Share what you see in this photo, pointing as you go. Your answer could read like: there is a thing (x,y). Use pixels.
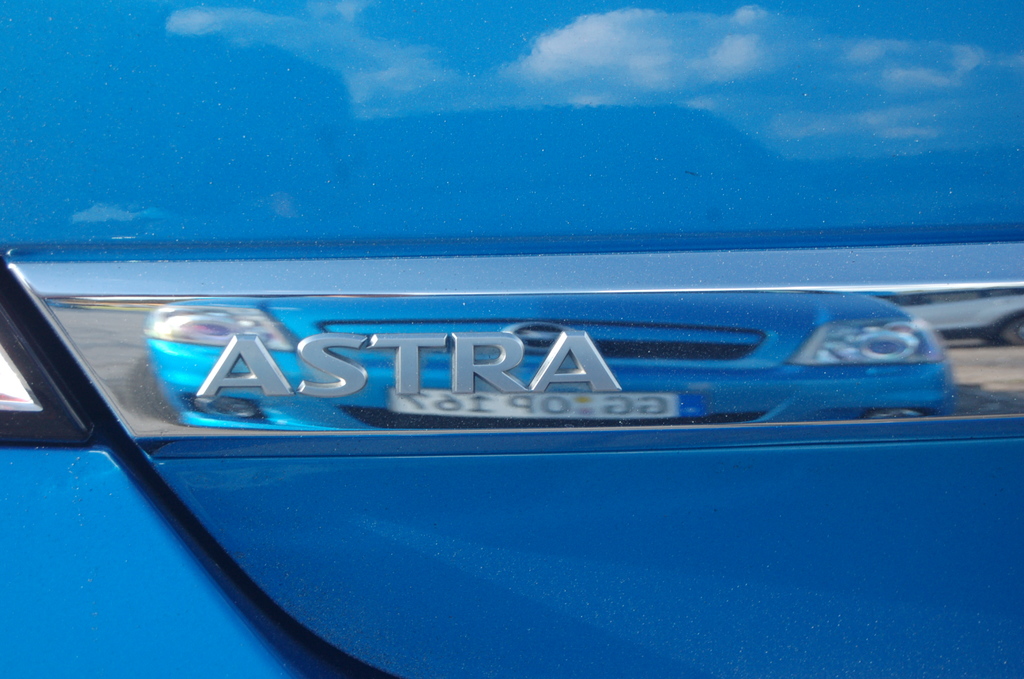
In this picture I can see there is a logo (289,382) on the car (323,386) and the car (498,395) is in blue color and there is something written on it.
